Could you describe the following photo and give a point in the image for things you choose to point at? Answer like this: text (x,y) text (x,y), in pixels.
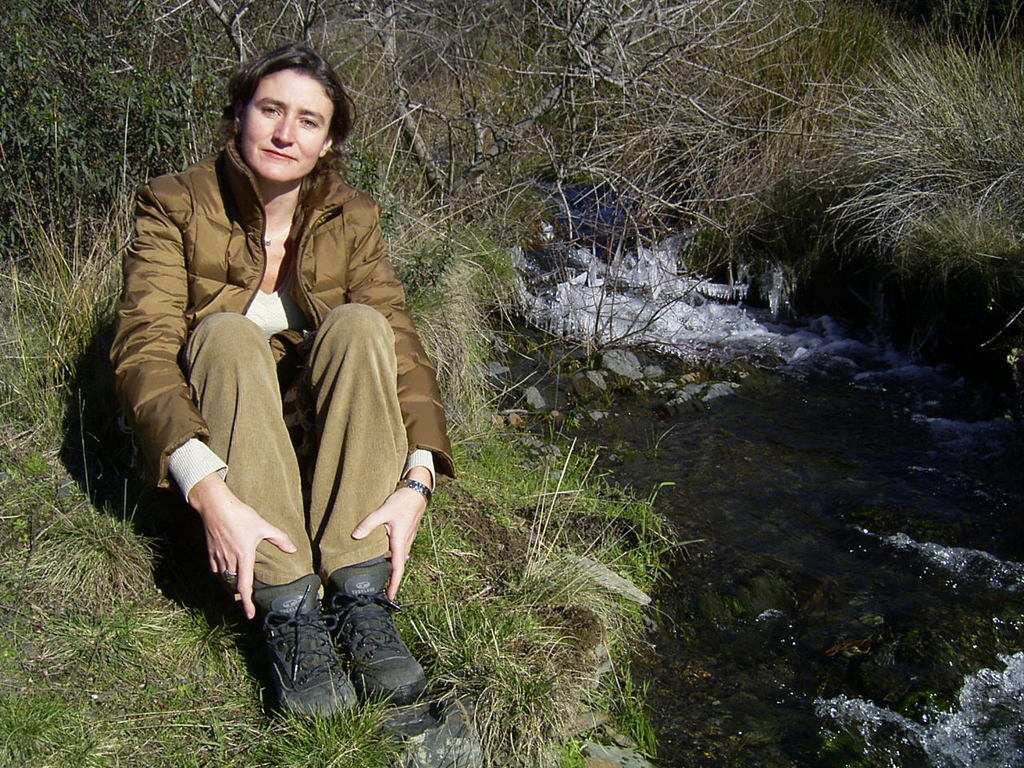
In this picture there is a lady (226,377) on the left side of the image (234,455), on the grassland (65,646) and there is water (660,482) on the right side of the image (844,470).
